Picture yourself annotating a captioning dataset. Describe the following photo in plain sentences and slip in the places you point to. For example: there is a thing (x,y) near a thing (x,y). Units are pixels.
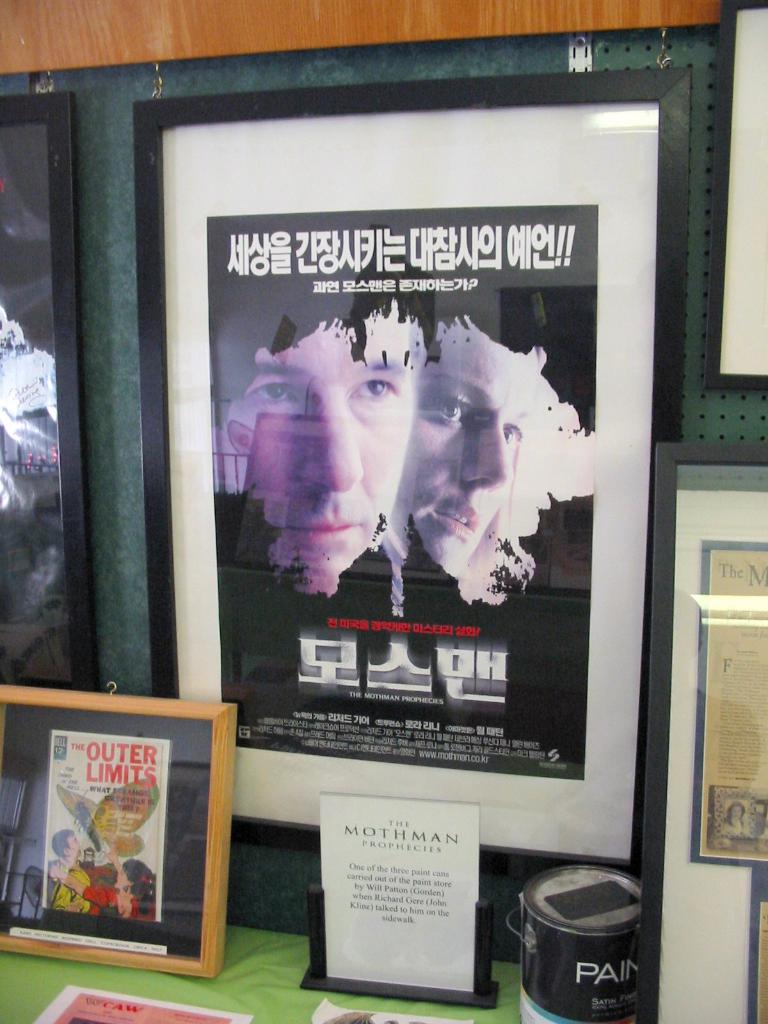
In this picture I can see the posters (464,510) which are placed on the wall (694,435). On the table (418,1006) I can see the photo frame (187,909), papers (360,938), box (633,924) and other objects (484,969).
